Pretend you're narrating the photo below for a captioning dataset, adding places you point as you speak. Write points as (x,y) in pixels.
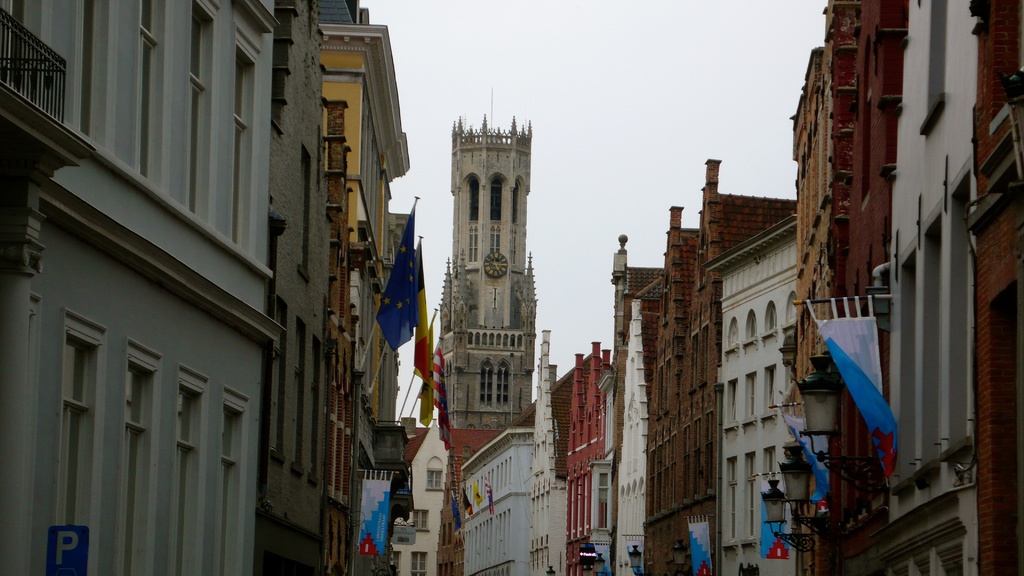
These are the buildings (705,396), there are flags (411,320) on it. At the top (573,30) it is the sky (568,55).
